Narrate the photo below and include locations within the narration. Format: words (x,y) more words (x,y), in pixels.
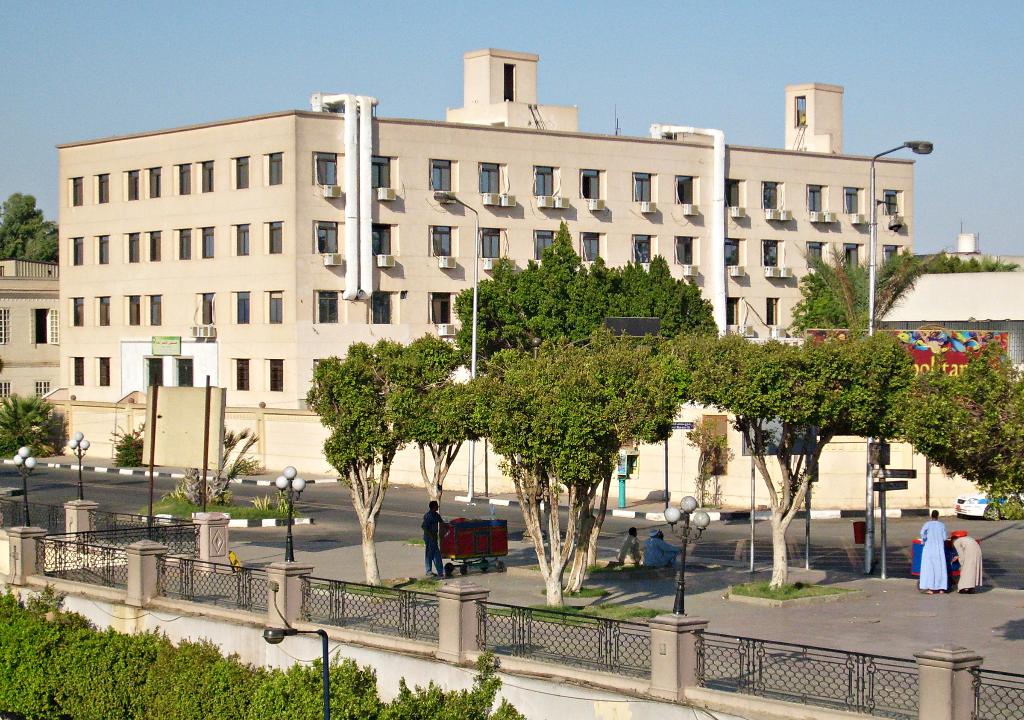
We can see plants (316,676), wall (318,647), fences (822,705), trees (950,377), lights (475,280) and boards (794,442) on poles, people (981,570), carts (953,558), grass (811,591) and road (446,512). In the background (565,288) we can see wall (295,439), plants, buildings (940,290), vehicle (961,499), trees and sky (757,55).
